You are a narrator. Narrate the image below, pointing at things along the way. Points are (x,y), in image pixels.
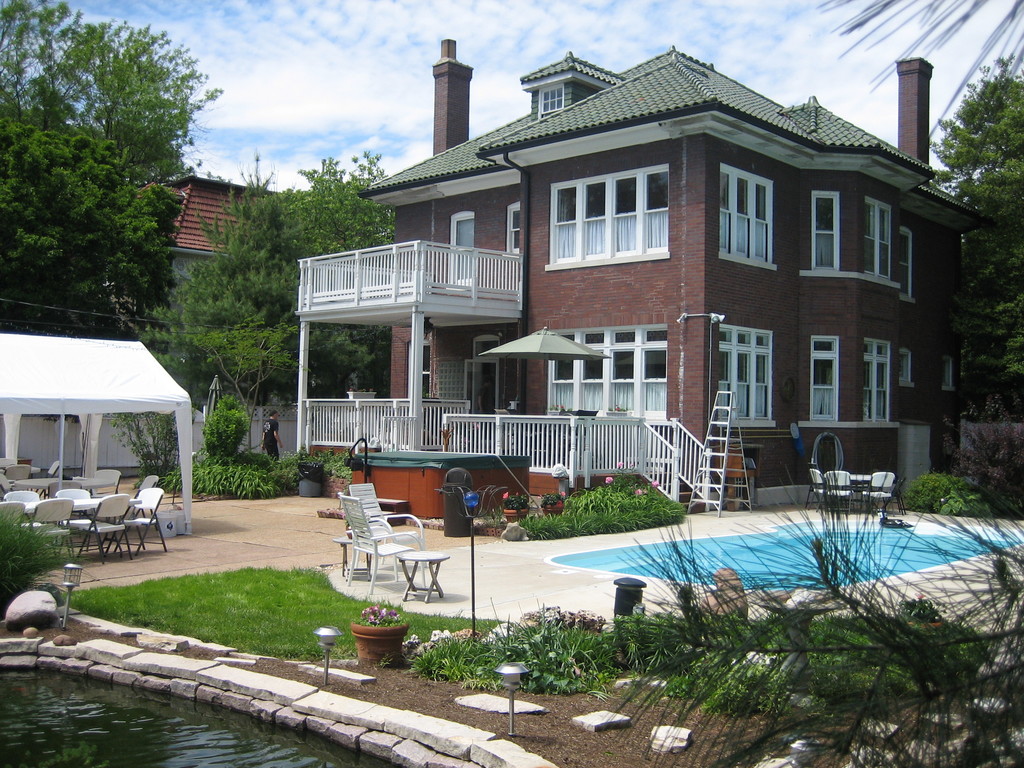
In the image there is a pond (141,716) with water (169,712), plants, trees (878,625), chairs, tent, ladder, swimming pool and many other items (178,638). And there is a building (712,304) with walls (597,267), windows (604,331), roofs (210,232), pillars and railings (418,250). In the background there are many trees (119,296). At the top of the image (300,89) there is a sky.
